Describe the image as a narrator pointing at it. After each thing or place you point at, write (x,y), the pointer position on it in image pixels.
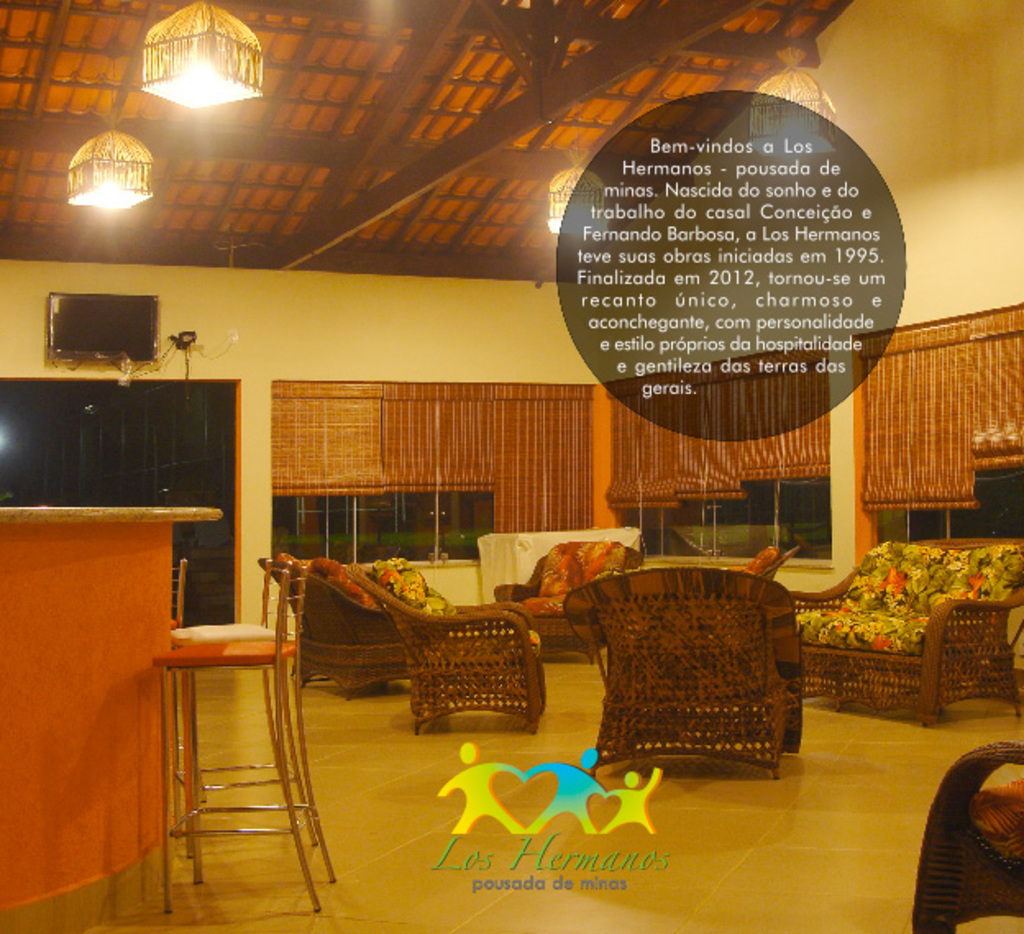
This is an inside view of a room (663,551). In the middle of this room (645,643) there is a couch (873,621) and few chairs (743,669). On the left side (98,721) there is a table (115,779) and some empty chairs (191,693). In the background (446,415), I can see few curtains (497,459) to the windows (352,515) and also there is a wall (383,344). On the top (210,52) I can see chandeliers (104,155). On this image I can see some edited text (661,387).
